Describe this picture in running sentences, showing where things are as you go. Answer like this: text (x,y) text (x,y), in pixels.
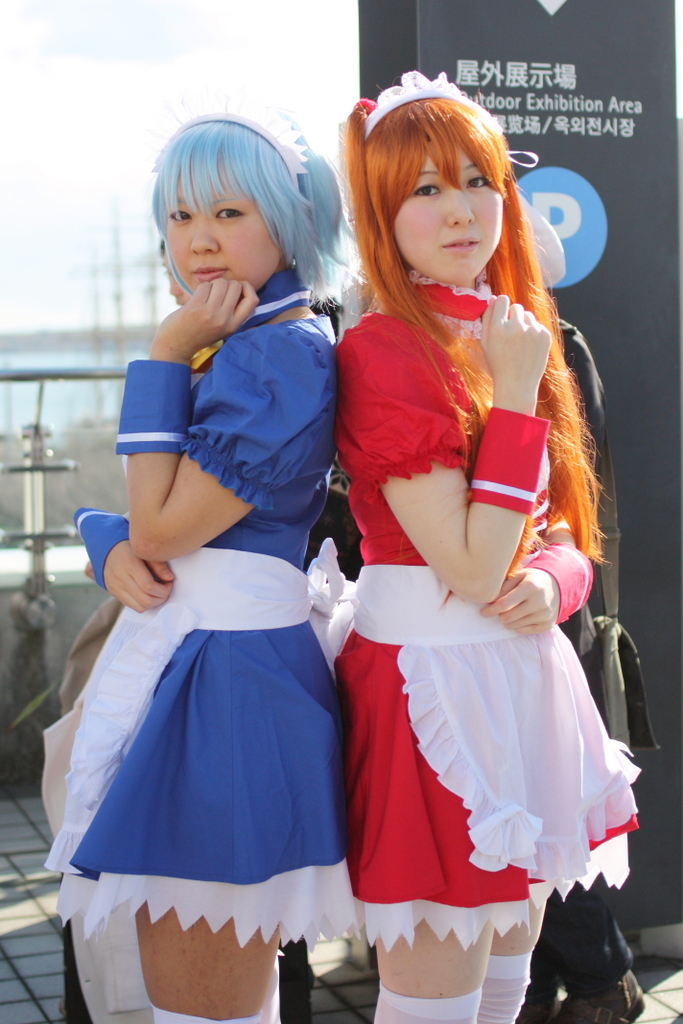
In this picture we can observe two women (267,516) wearing blue and red color dresses (373,534). We can observe blue and brown color hair (334,213). In the background (74,380) there is a railing (71,369) and a sky (58,138).
